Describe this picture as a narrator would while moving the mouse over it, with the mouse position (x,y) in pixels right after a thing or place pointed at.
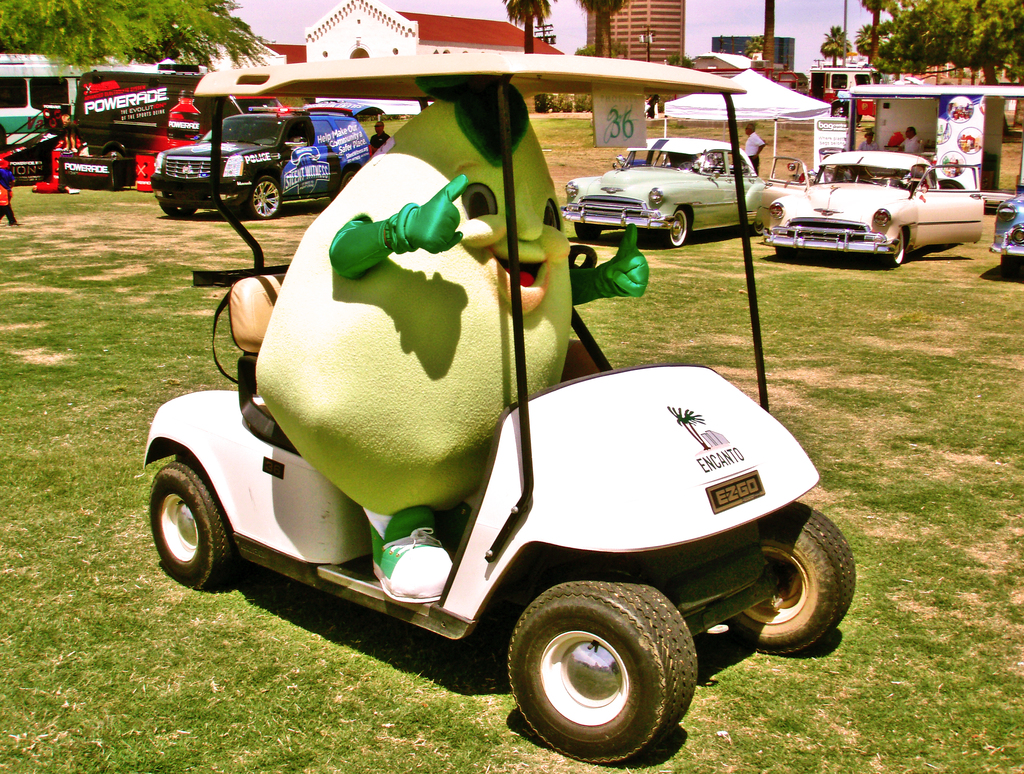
At the center of the image (398,343) there is a vehicle (493,507), on the vehicle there is a person (416,315) wearing different costumes (445,301). In the background of the image (140,132) there are vehicles (122,124) parked on the ground (810,264), some buildings (503,34), trees (212,22) and sky (500,5).
